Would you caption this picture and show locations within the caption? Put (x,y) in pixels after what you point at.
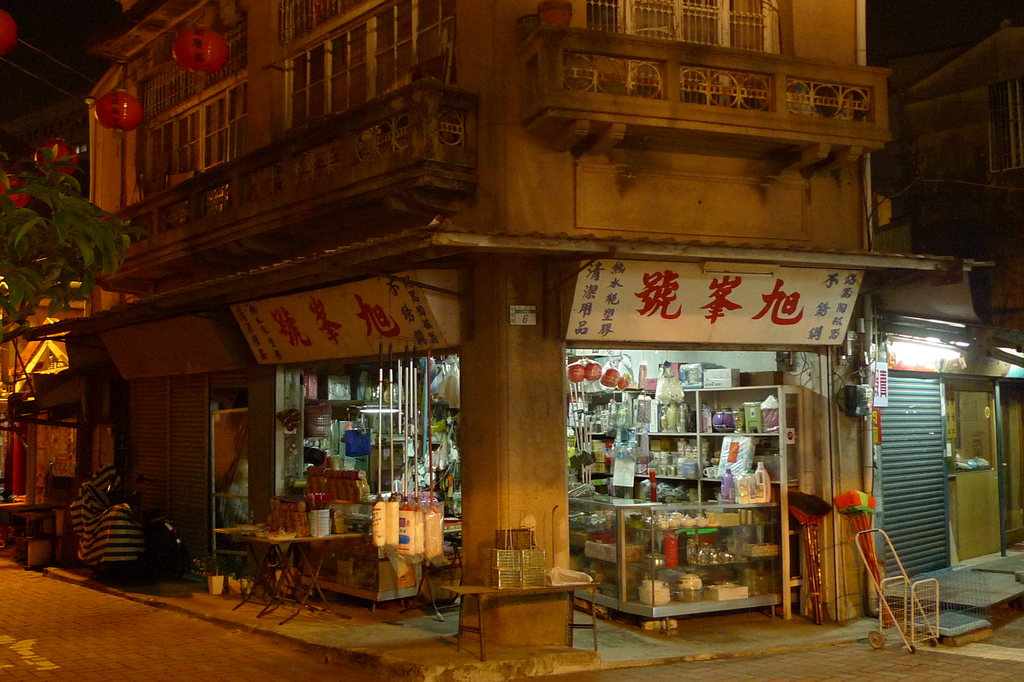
At the center of the image (596,356) there are buildings (518,403) and a stall (297,463), in front of the stall (353,527) there are few objects (408,525) placed and there is a vehicle (146,529) parked, In front of the stall (719,492) there is a path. On the left side of the image (56,222) there is a tree (56,222) and there are few lanterns (132,96).
